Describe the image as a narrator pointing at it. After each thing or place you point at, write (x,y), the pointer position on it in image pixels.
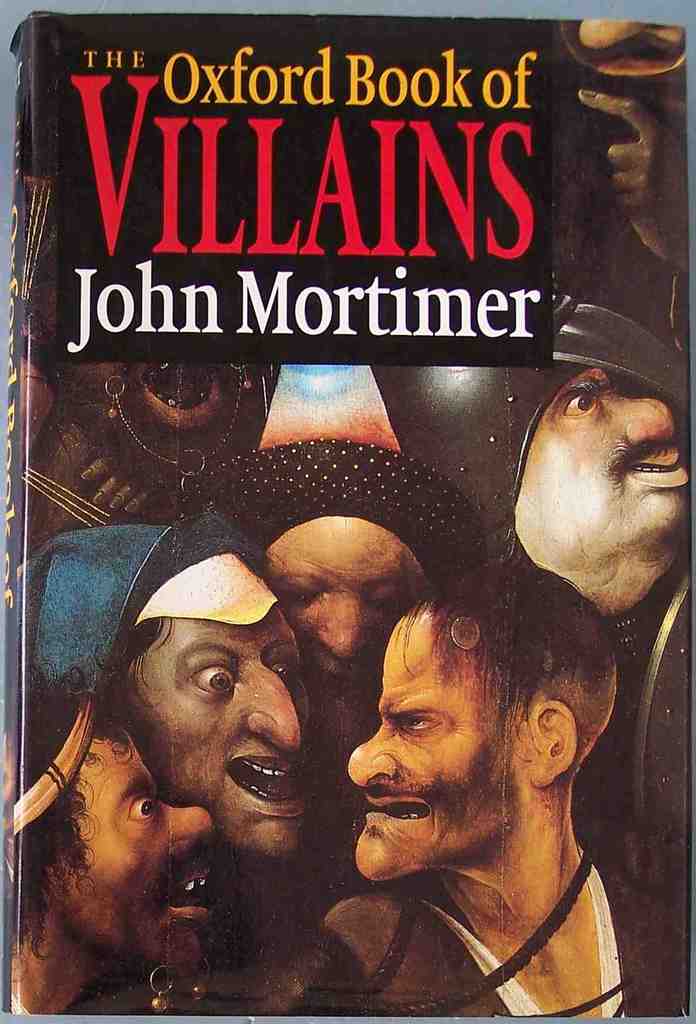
This is the front page of a book (239,657) where we can see some cartoon images (379,589) and text (320,242).
